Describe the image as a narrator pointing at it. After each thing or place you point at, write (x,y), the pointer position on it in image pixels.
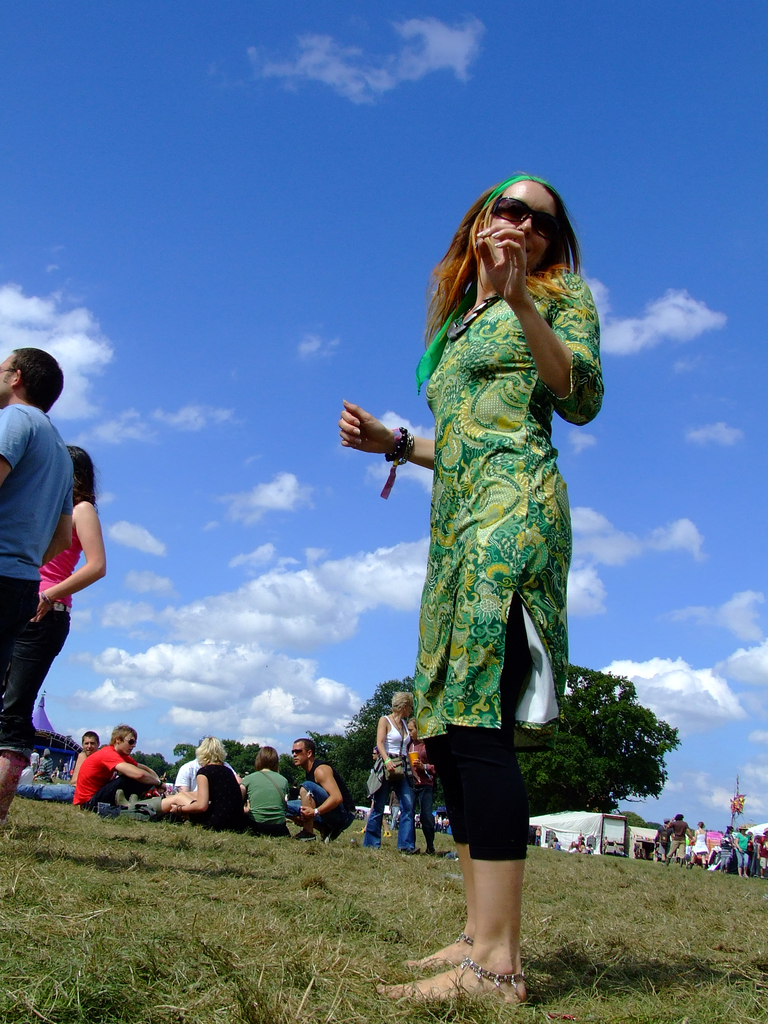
In the image there is a woman (546,534) in green dress (463,653) and black pants (496,794) standing on the grassland (317,961) and behind there are many people (265,794) sitting and standing, over the background (598,760) there are trees (605,708) in the middle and tents (41,709) on either side of the image and above its sky (228,216) with clouds (238,626).
